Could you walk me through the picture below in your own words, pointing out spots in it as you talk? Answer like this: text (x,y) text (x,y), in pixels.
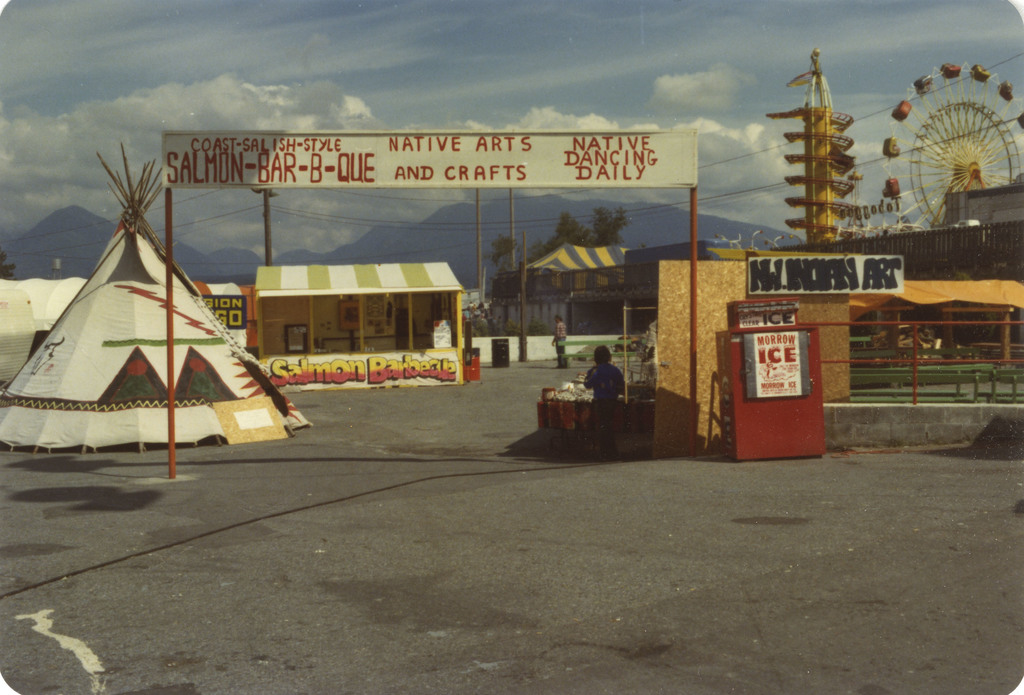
In the image it looks like some exhibition park (402,265), there is a board (368,149) at the entrance (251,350) and inside that there are some tents (103,314), stalls (287,290) and amusement rides (900,145).
